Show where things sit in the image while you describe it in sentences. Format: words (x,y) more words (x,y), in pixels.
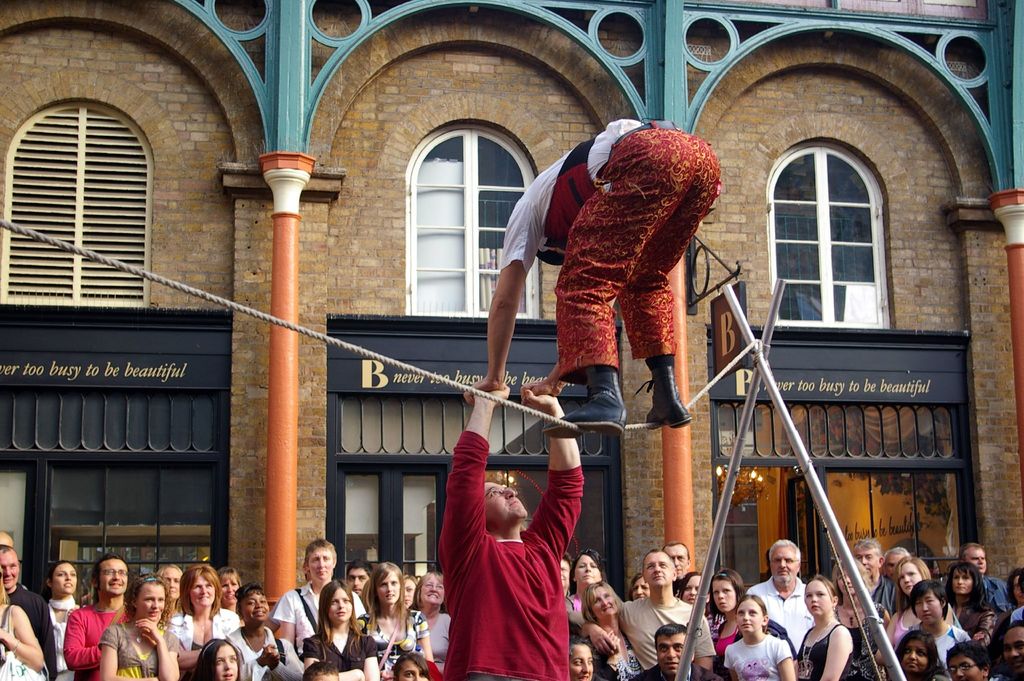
In the picture I can see a person (607,240) standing on a rope (622,428) which is attached to the stand (769,332) beside him and holding hands (492,393) of a person (465,452) standing in front of him and there are few audience (393,596) and a building (773,453) in the background (235,530).
